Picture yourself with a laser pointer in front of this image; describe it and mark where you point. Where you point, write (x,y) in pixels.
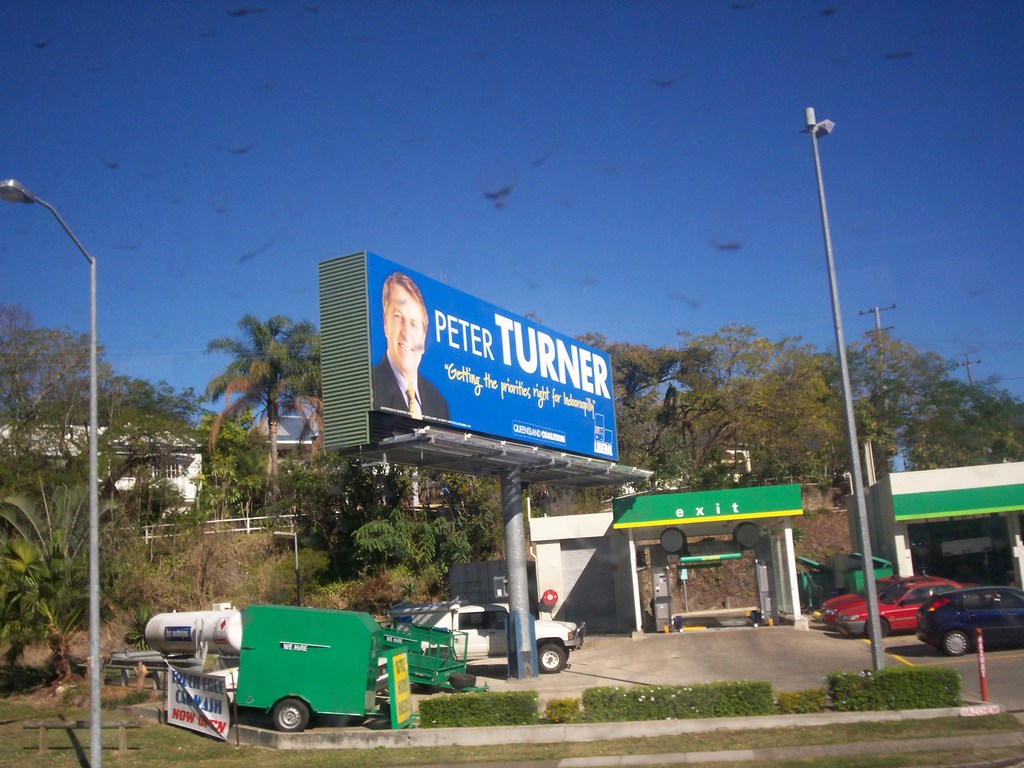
At the bottom of the picture (586,695), we see the shrubs (719,708), street light (873,663) and the road (851,646). On the left side (320,651), we see a vehicle (307,670) in white and green color. Beside that, we see a banner (180,691) or a board (220,705) in white color with some text (214,695) written on it. Beside that, we see a board (390,678) in yellow and green color with some text (402,691) written on it. On the left side (91,492), we see a street light (97,694), wooden bench (43,726) and a tree (74,588). In the middle (485,345), we see a vehicle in white color and we see a hoarding board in blue color with some text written on it. On the right side (942,621), we see the cars (930,600) parked on the road (904,638). Beside that, we see a petrol pump (787,557). There are trees (310,495), buildings (196,473), street lights (295,536), railing (253,520) and the electric poles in the background (774,481). At the top (383,91), we see the sky (480,140).
